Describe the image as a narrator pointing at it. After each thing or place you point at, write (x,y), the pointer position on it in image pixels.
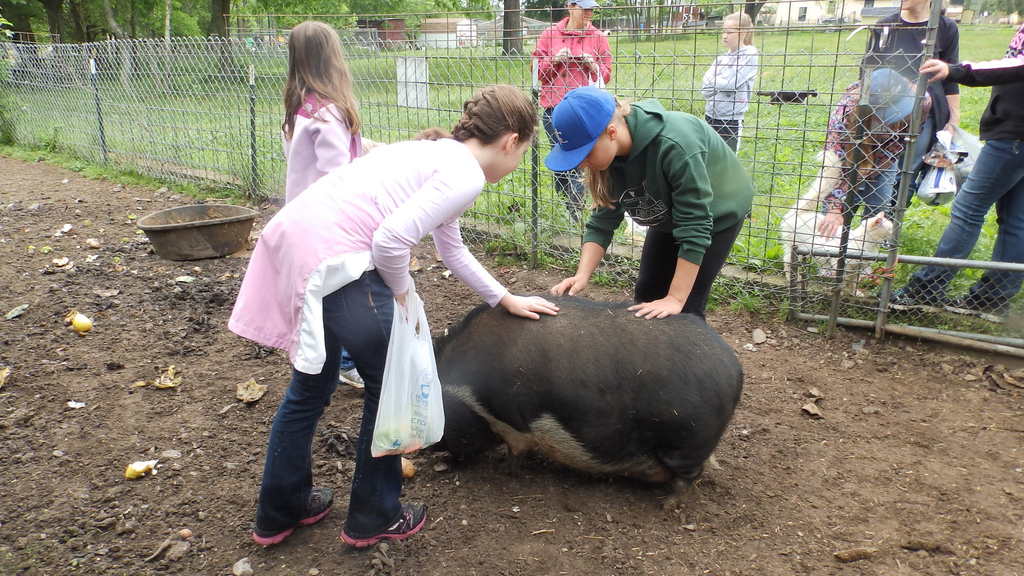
In this image we can see some animals (515,349) on the ground (194,363), we can also see a group of people (399,246) standing, some people (400,276) are holding bags (927,173) in their hand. In the center of the image (515,224) we can see a fence (769,195), poles (905,257). At the top of the image (406,11) we can see a group of trees (603,23) and buildings (869,4).
